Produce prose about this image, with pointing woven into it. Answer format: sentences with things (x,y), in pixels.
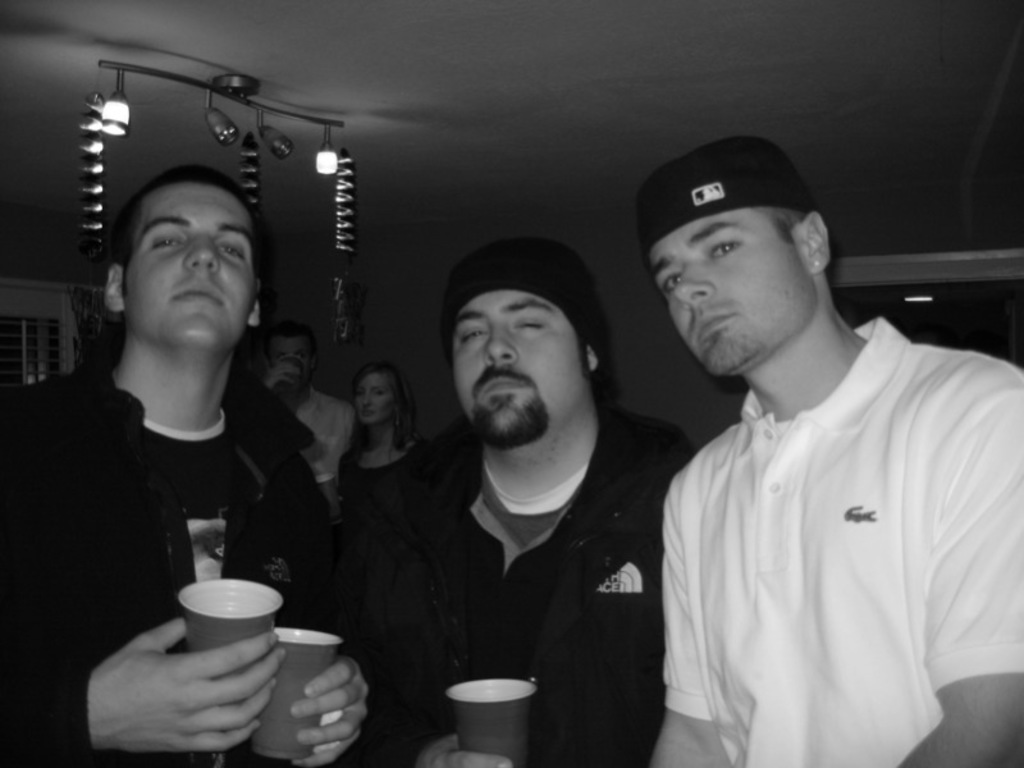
This is a black and white picture. In this image, we can see people (427,535). Few people (620,425) are holding glasses (278,704). In the background (700,422), we can see wall (624,395), ceiling (630,109), lights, windows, curtains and showpieces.
